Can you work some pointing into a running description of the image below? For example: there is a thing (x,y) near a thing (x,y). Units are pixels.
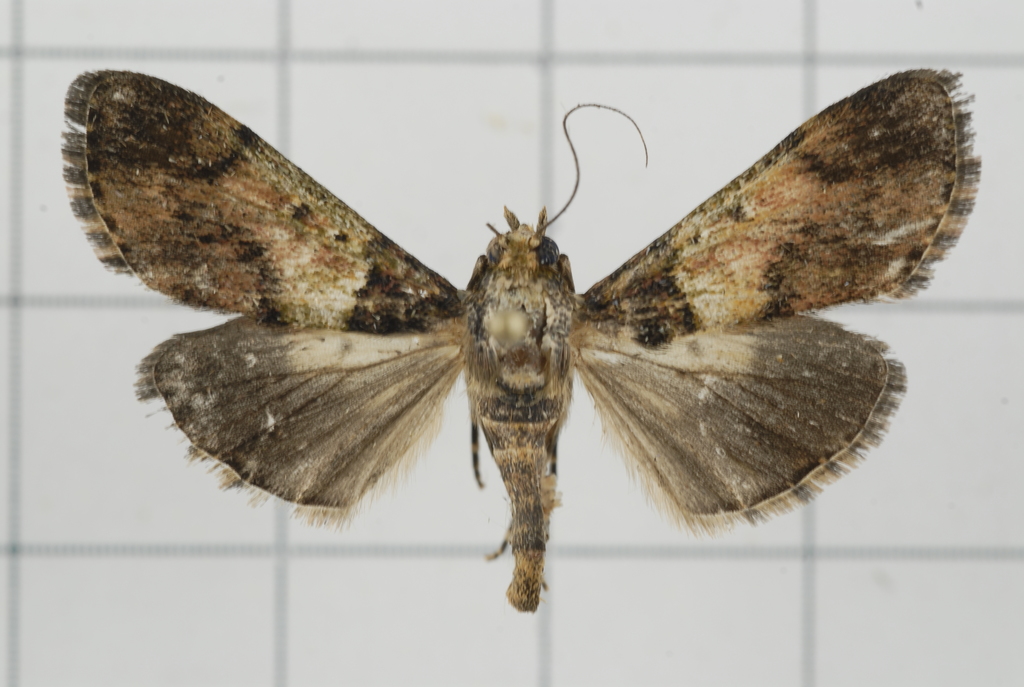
In the center of the image (467,331) we can see a moth (586,351). In the background (425,606) there is a wall (764,623).
